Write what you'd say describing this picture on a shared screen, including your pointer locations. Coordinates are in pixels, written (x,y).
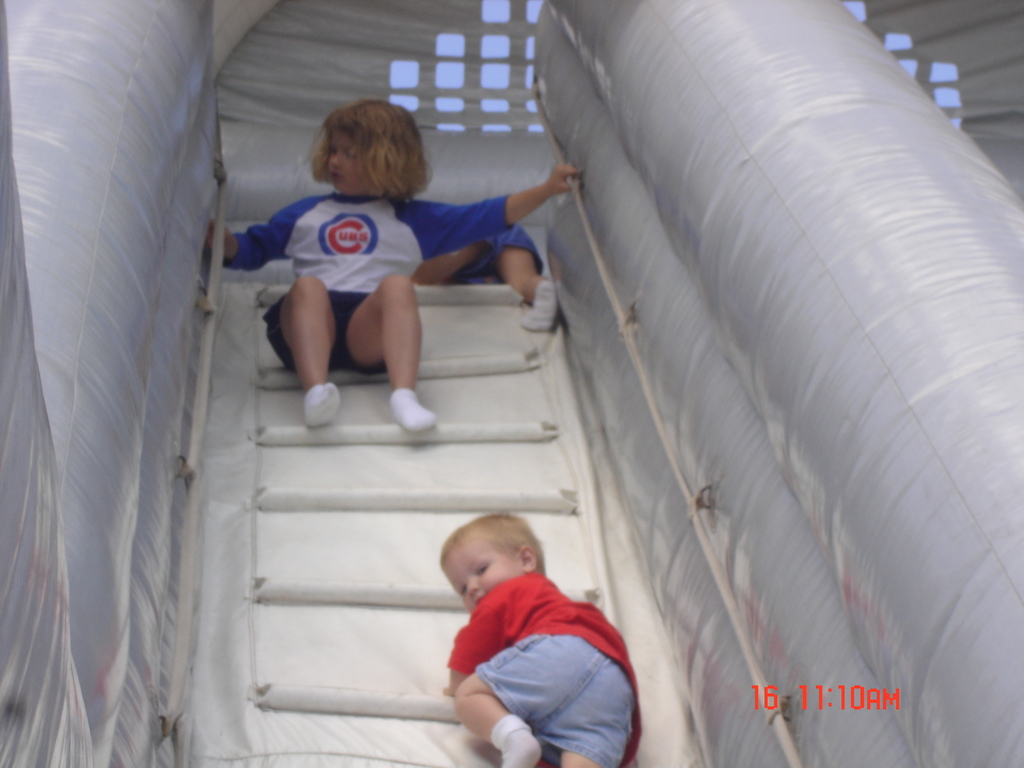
In this image we can see inflatable object (11,702) and few infants (565,726), at the bottom (799,698) there is some numbers text (836,694).
